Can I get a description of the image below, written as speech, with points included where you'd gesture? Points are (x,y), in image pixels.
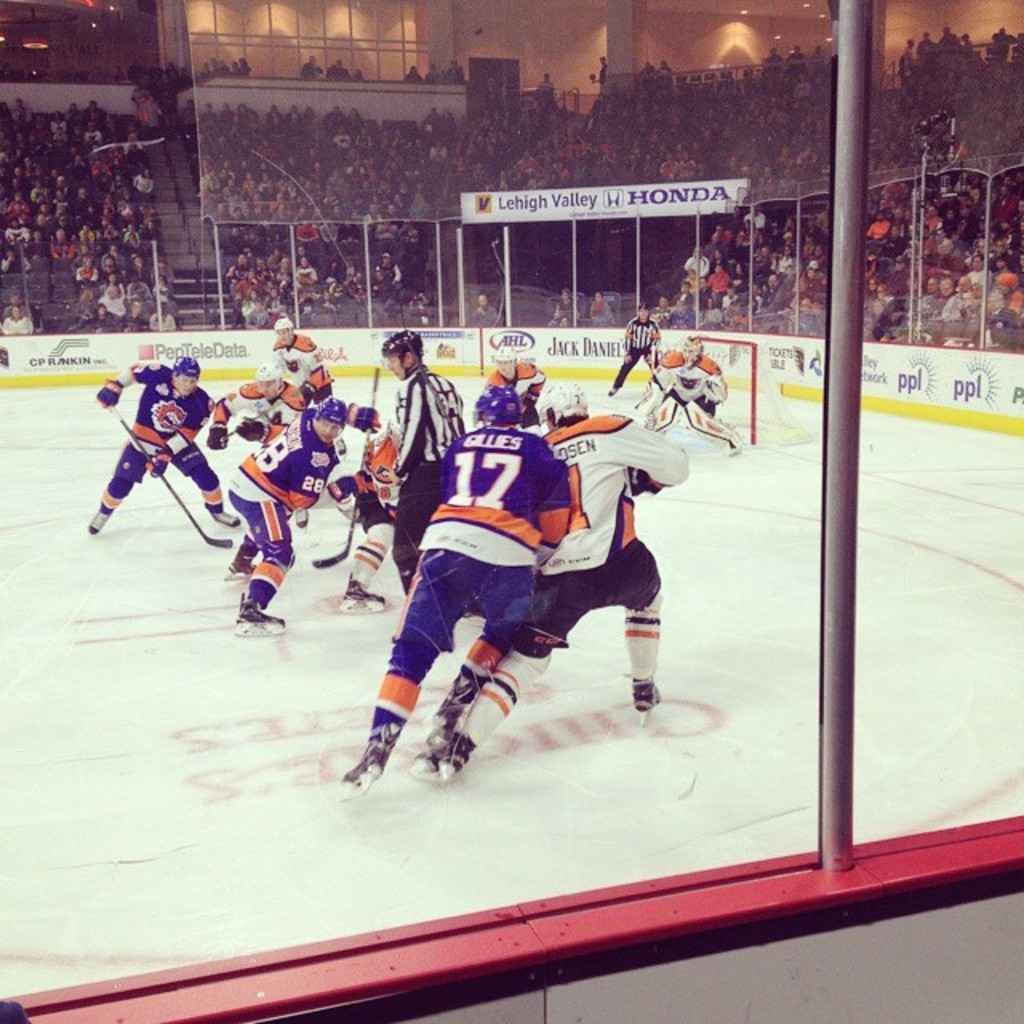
This image is taken in a stadium (763,496). At the bottom of the image (671,952) there is a board (756,962) and a pole (844,687). In the middle of the image (430,559) a few men (432,405) are playing ice hockey with hockey sticks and skates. In the background (343,185) many people (322,188) are sitting on the chairs (249,237). There are a few lights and a few people (137,103) are standing. There are many boards (488,333) with text (602,214) on them.
